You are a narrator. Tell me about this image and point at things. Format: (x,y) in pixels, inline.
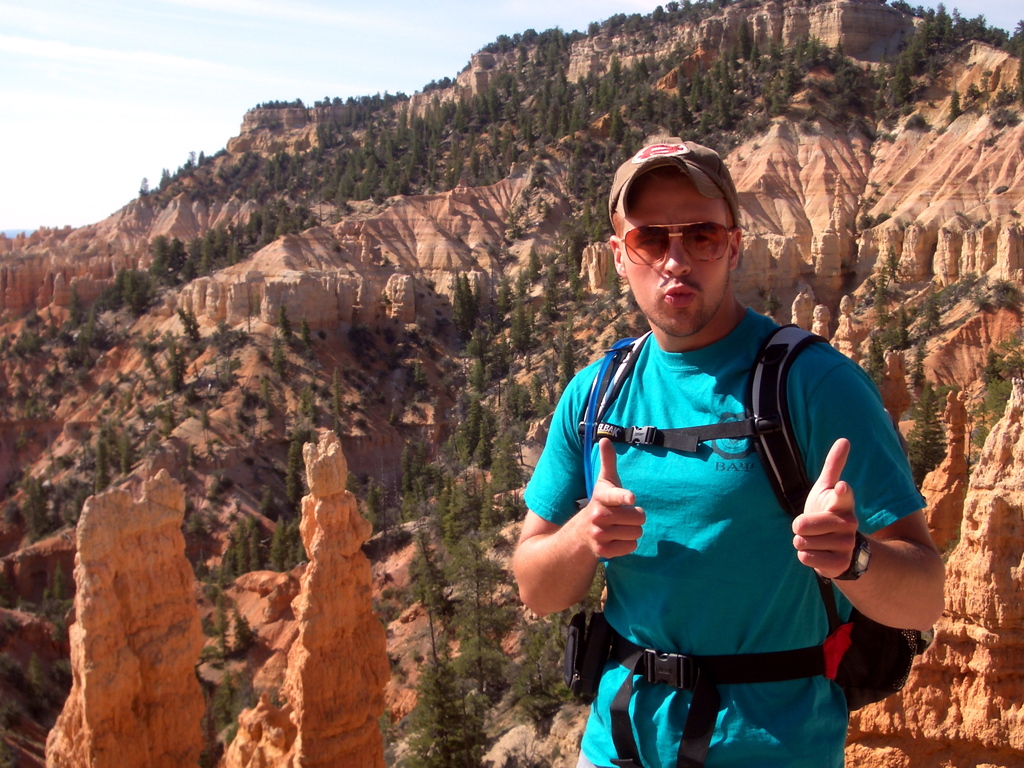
This image is taken outdoors. At the top of the image (91,72) there is a sky (107,80) with clouds (238,66). In the background (71,386) there are a few rocks (340,326) on the hill (944,111). There are many trees (421,169) and plants (568,122). On the right side of the image (713,312) there is a man (729,380).
